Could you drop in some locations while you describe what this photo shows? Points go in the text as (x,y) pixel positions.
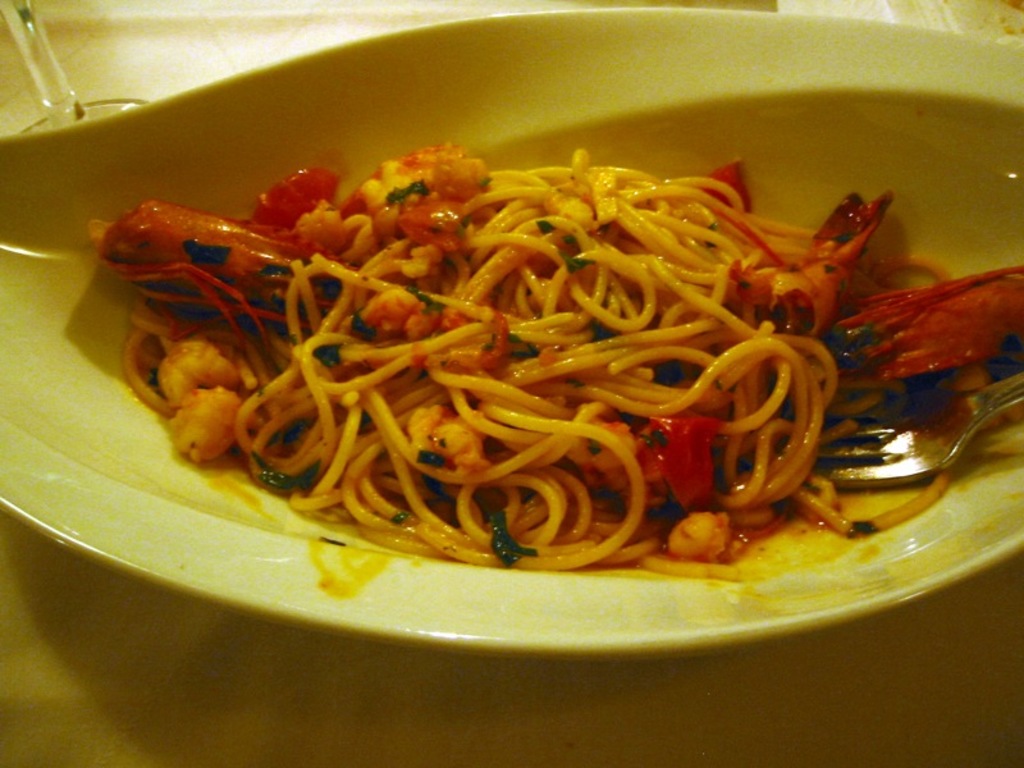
Here we can see a plate (795,583), fork (1004,406), and food (675,455) on the platform (621,719).
